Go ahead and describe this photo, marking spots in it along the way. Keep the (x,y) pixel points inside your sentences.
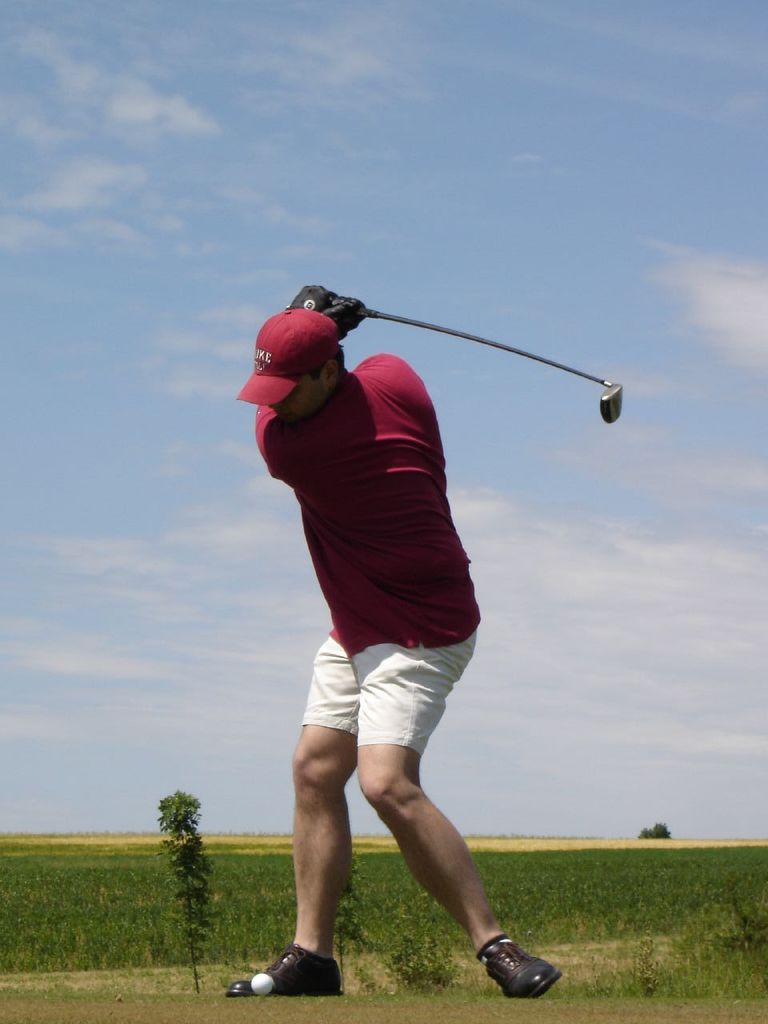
In this image in the center (391,669) there is a man (410,736) in the action of hitting a ball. In the background (158,868) there are plants (354,929) and there is grass (38,923) on the ground (572,861) and the sky (568,439) is cloudy.
